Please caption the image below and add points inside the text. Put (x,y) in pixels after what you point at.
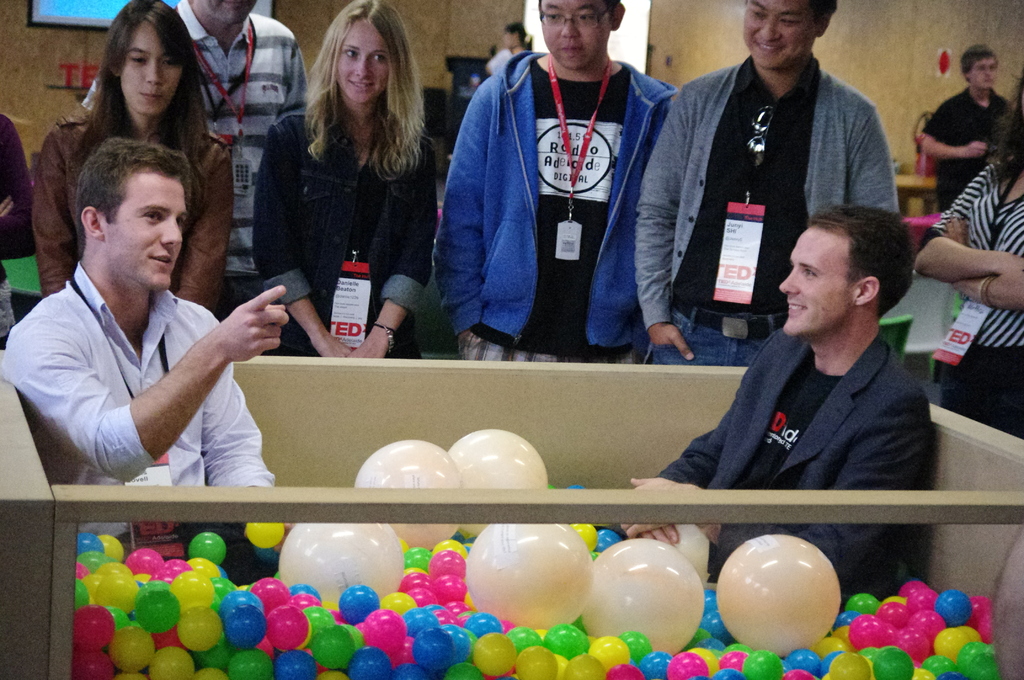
In this image I can see group of people (669,233), some are sitting and some standing and I can see few balloons (555,568) and few colorful balls (174,556). In the background (66,16) I can see two screens (110,17) and the wall (870,49) in cream color.
